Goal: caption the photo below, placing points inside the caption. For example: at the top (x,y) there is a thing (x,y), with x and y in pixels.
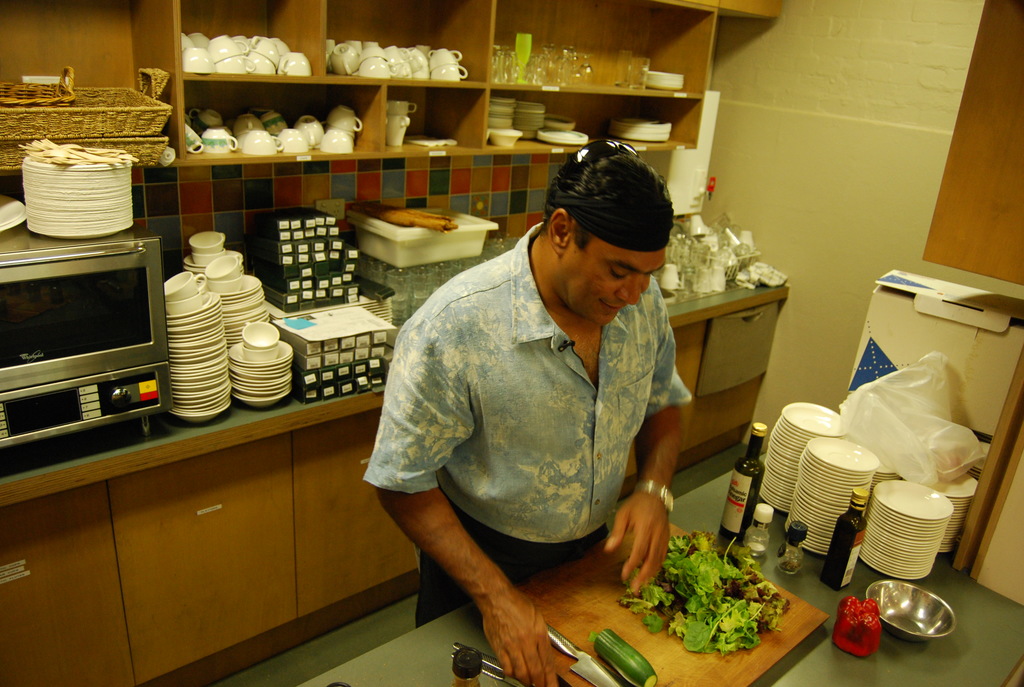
In the image we can see a man (407,426) standing, wearing clothes (549,451), wrist watch (671,496) and he is smiling. In front of him we can see a chopping board (587,603), vegetable (627,660) and knife (579,658). Here we can see plates (925,518), bowls (918,626), red capsicum (871,621) and bottles (804,559). Behind him we can see shelves (280,102), on the shelves (410,135) there are tea cups (376,69) and saucers (504,124). Here we can see glasses (556,66) and an oven (68,343). These are the wooden cupboards (97,562) and a basket (77,132).
